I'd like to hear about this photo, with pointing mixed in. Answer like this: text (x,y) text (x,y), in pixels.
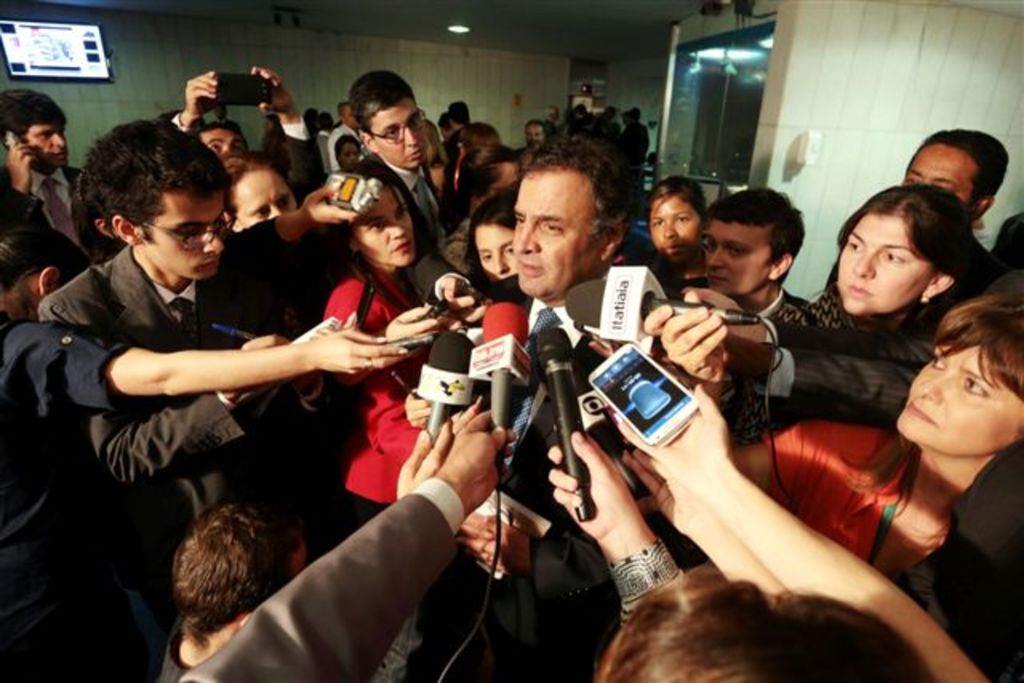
In the image few people (482,191) are standing and holding a microphones (550,352). Behind them there is a wall (23,84) and screen (52,56).
